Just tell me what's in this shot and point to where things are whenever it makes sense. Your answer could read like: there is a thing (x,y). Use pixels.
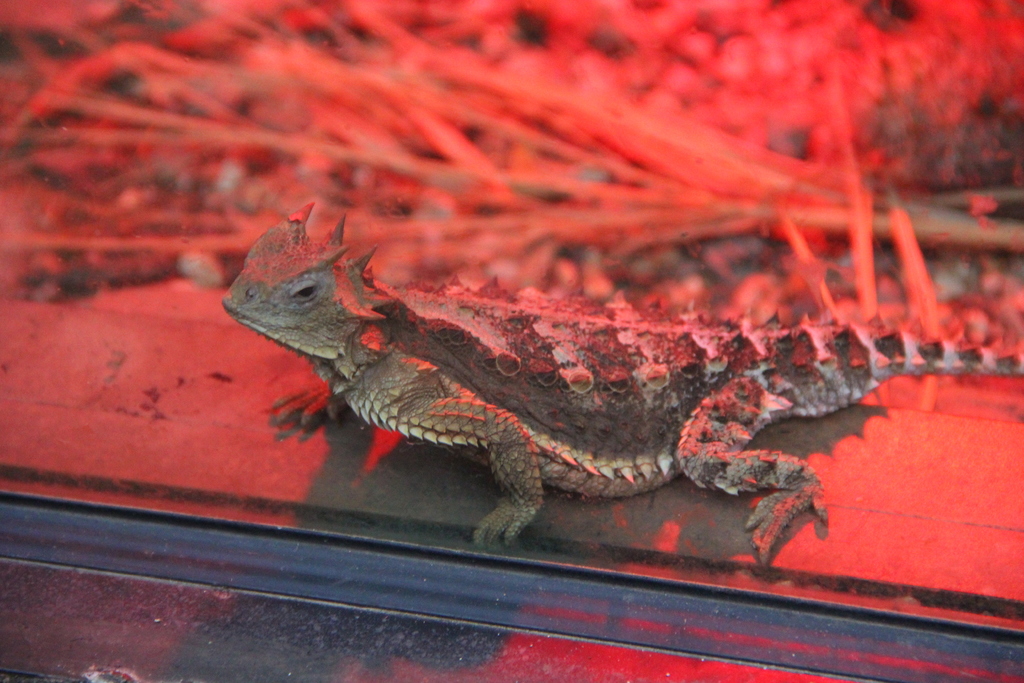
In this image I can see a lizard (507,359) and in the background (567,249) I can see a red color.
